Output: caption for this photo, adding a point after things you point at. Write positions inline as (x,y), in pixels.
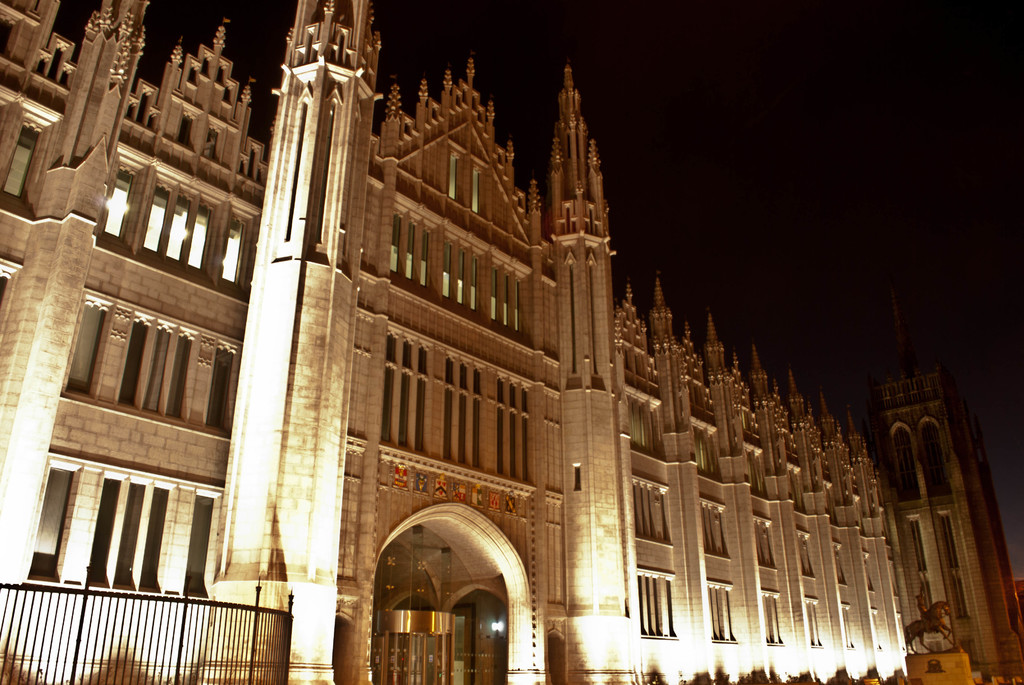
In this picture I can observe a building (287,407). On the left side (173,616) I can observe a railing (161,614). In the background (662,274) there is sky (661,147) which is completely dark.
